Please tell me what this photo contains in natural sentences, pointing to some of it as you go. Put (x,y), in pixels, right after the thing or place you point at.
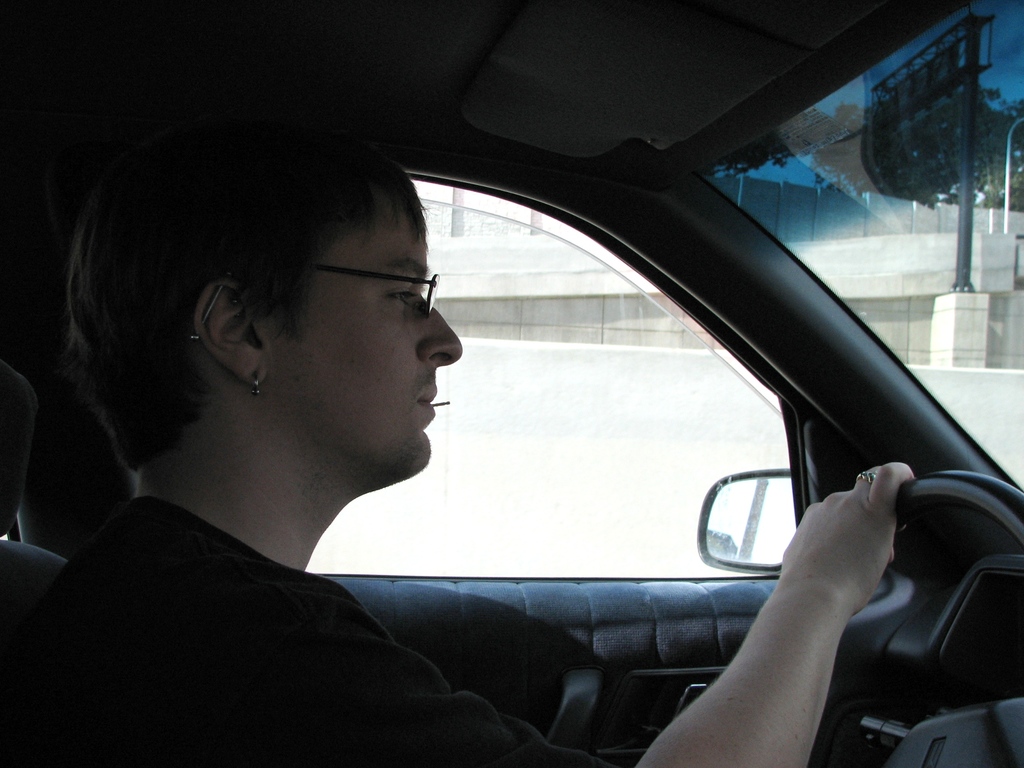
This picture is clicked inside the vehicle (736,101) which seems to be the car (966,645). In the foreground (286,571) we can see a man (201,516) sitting and seems to be driving the car (653,646). In the right corner (860,217) we can see the windshield (970,324). In the background (629,353) we can see the window (550,358) and through the window (558,341) we can see the sky (995,70), building (546,275), lamp posts (1007,162), metal rods (970,163) and the trees (1016,176).
